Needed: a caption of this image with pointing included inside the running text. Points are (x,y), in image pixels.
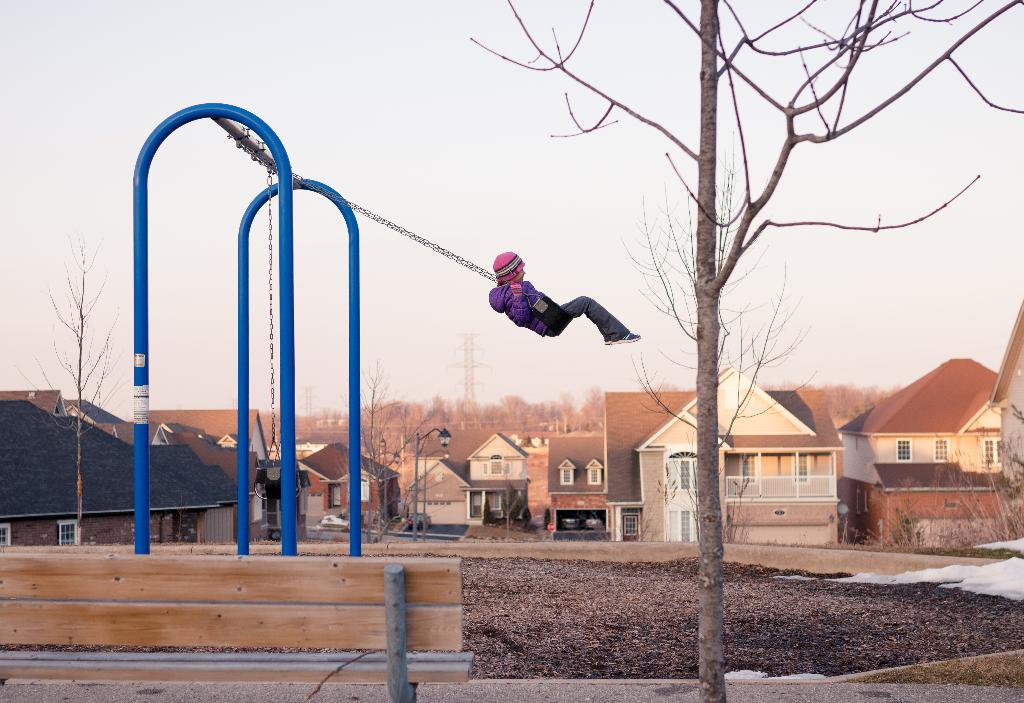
On the left side of the image (257,586) there is a bench (197,588). Behind the bench (313,592) there are poles (259,201) with swings (272,232) and there is a person (530,308) swinging. And also there is a tree (703,203) with branches (895,99) and without leaves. On the right side of the image (1009,559) on the ground (688,679) there is snow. In the background (903,416) there are buildings (885,407) with walls (797,511), windows (745,455), roofs (744,440), poles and railings (749,480). And also there is sky (334,247) in the background (437,3).
